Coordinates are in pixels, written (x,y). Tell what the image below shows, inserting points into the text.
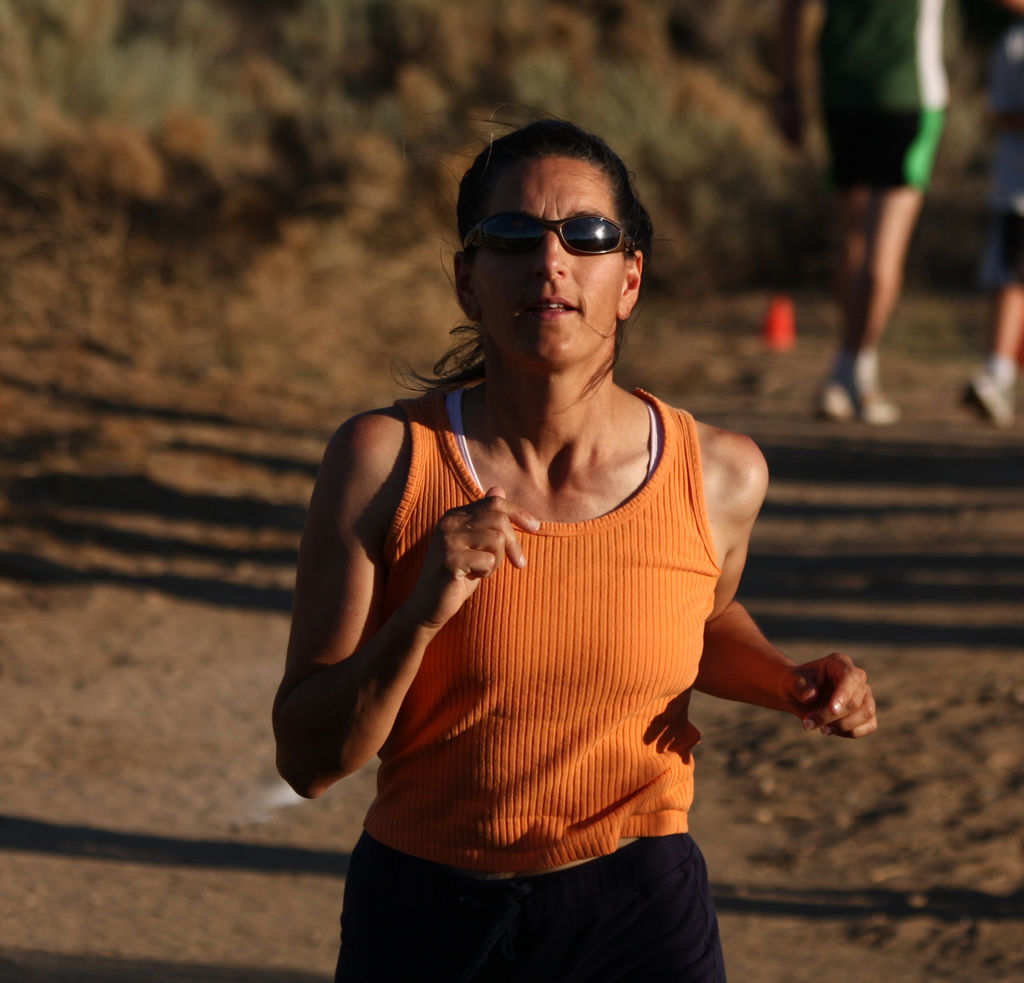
This is the picture of a person (682,665) in orange top (561,860), spectacles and behind there are some other people (1017,218) on the floor (95,653).
